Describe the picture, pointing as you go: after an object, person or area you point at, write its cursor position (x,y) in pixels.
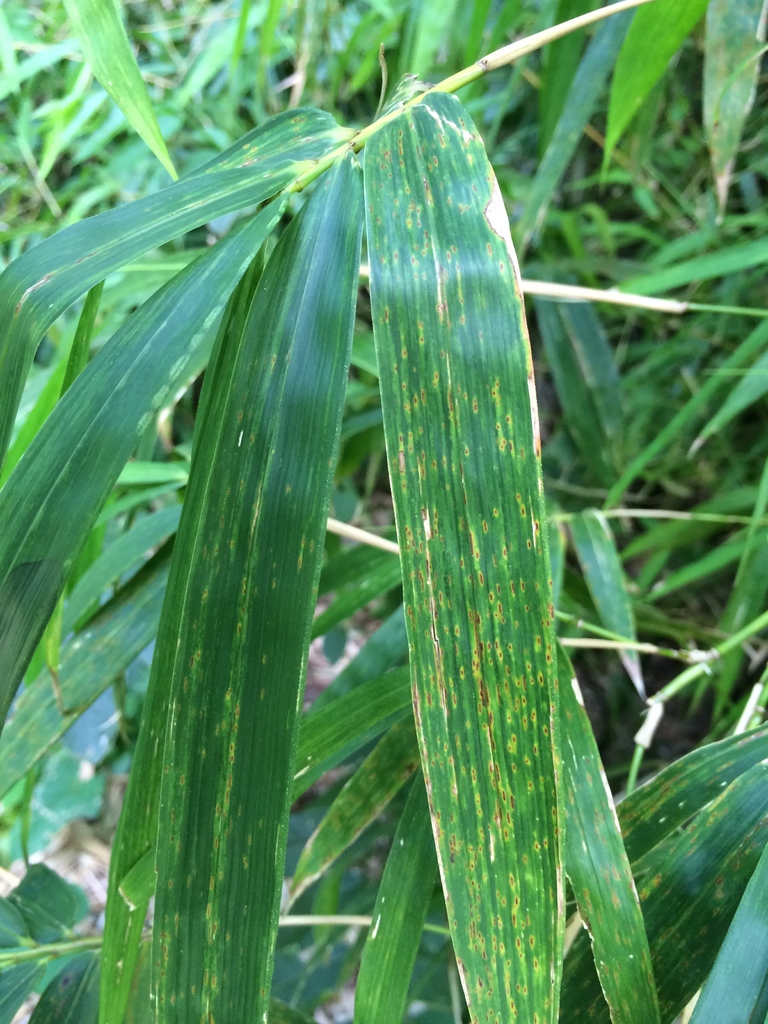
In this image I can see the plants (326,406) which are in green color.
